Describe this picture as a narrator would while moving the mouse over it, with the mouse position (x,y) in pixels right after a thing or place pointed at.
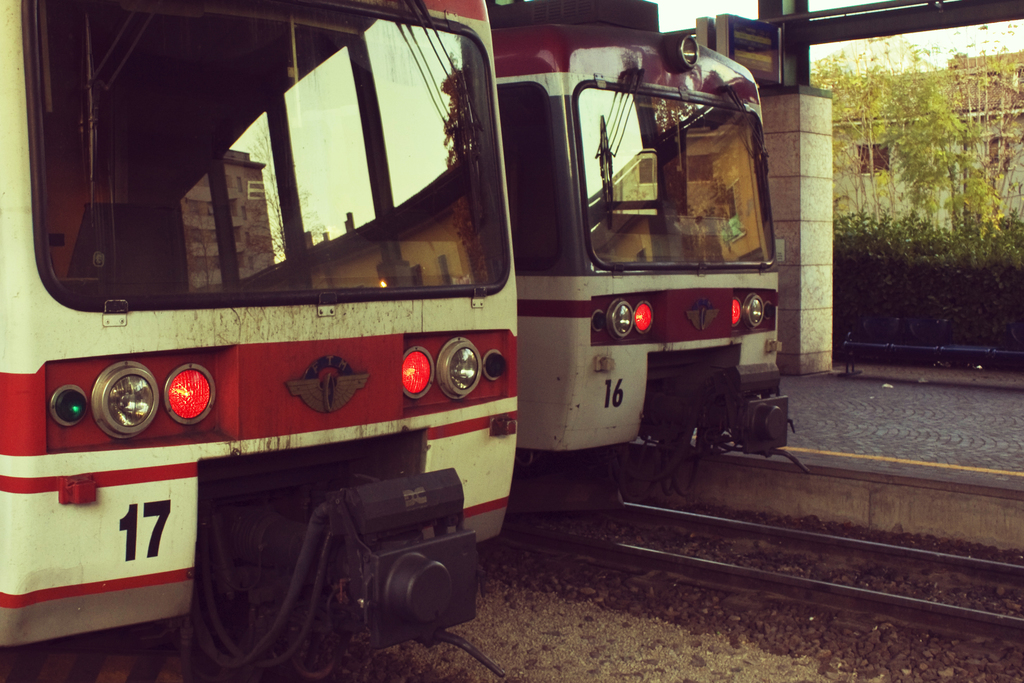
In this image I can see two trains (751,407) and the trains (444,312) are on the track (740,578) and they are in white and red color. Background (924,171) I can see plants (880,134) in green color, a building (895,178) in white color and the sky (960,47) is also in white color.
